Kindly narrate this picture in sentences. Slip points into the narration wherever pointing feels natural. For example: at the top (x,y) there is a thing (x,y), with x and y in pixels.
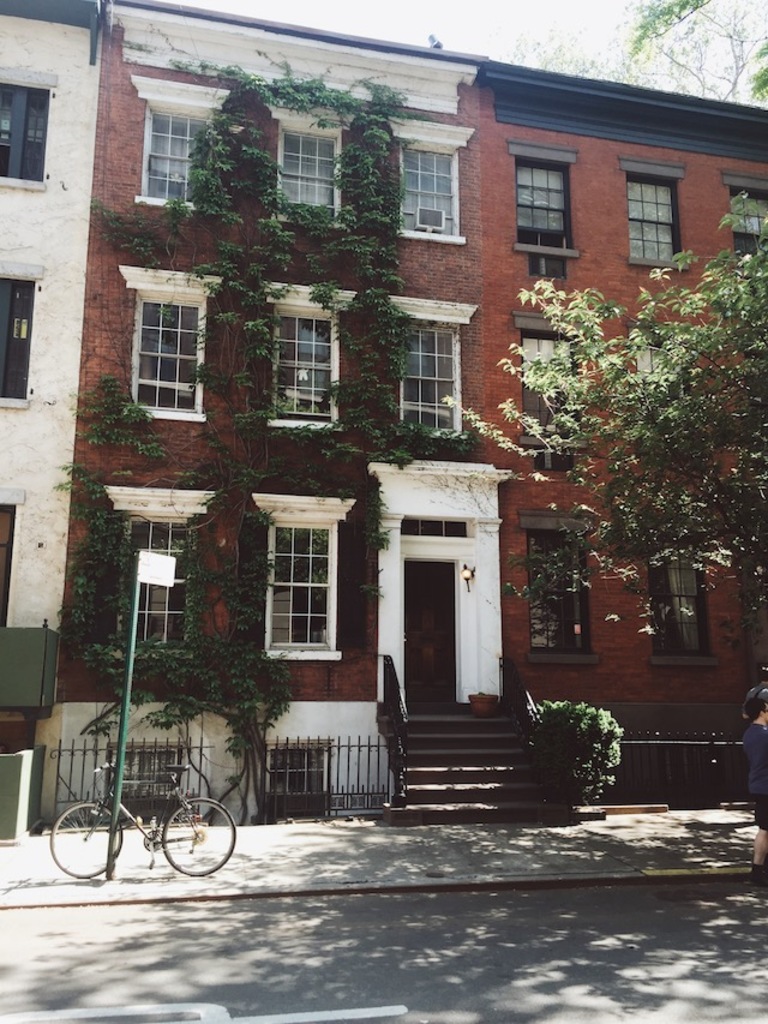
In this picture we can see a person (758,868) on the road (392,961), bicycle (151,860), pole (130,622) on the footpath (427,829), steps (439,770), fence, trees (621,442), buildings (481,445) with windows (321,378) and some objects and in the background (575,8) we can see the sky (444,29).
